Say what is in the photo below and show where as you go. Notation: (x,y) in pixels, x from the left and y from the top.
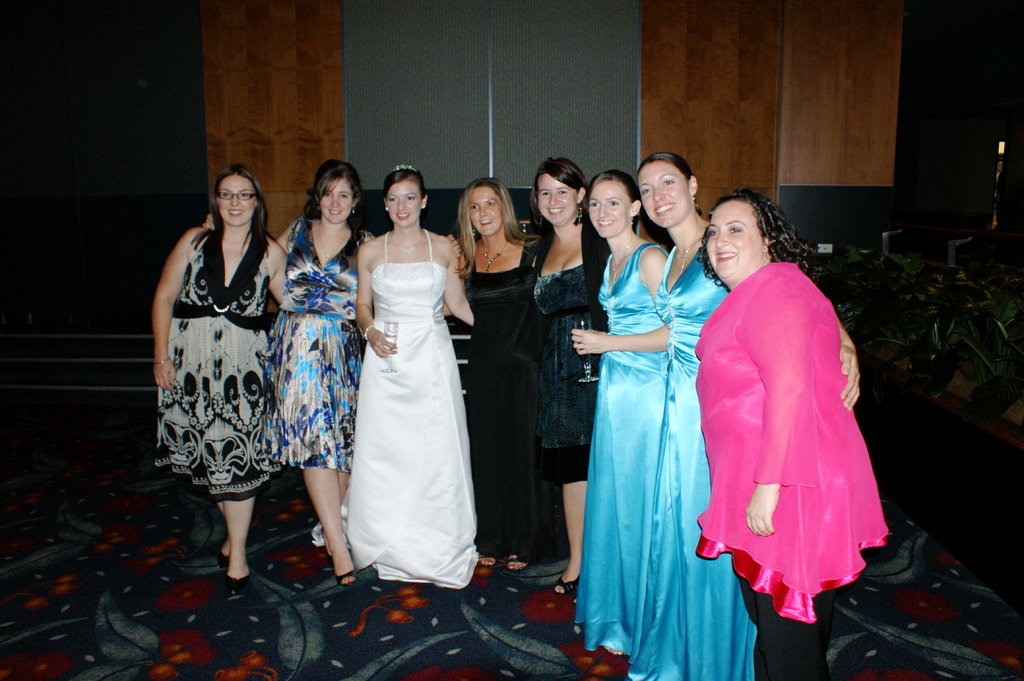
In this image we can see there are few people (438,375) standing with a smile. In the background (256,75) there is a wall (262,88). On the right side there are some plants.
